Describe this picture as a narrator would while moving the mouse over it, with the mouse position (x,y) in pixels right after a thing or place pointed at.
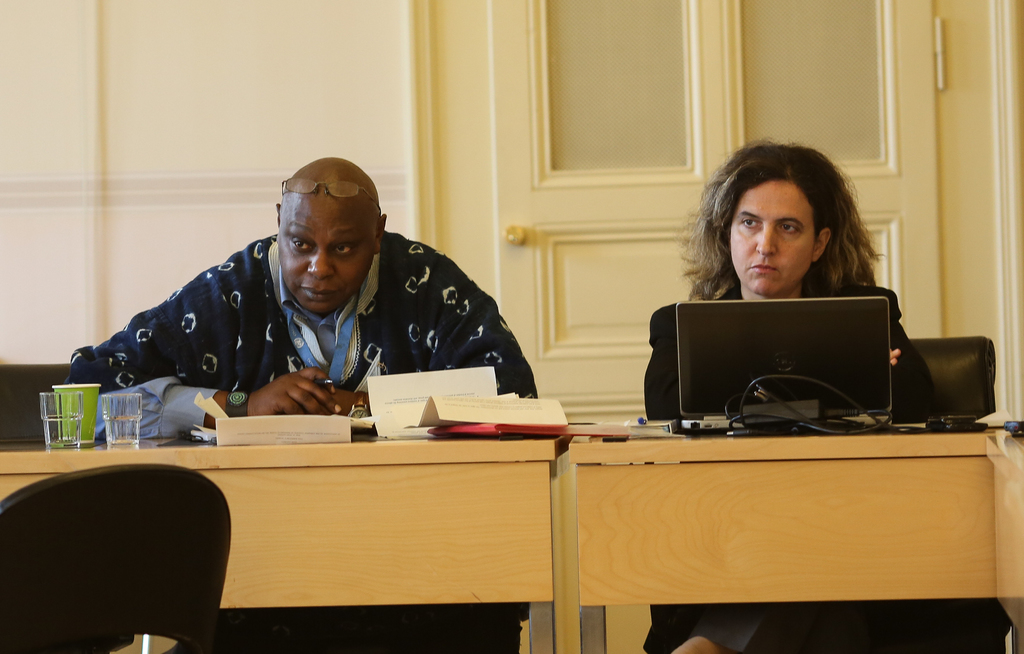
These two persons (465,334) are sitting on a chair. In-front of this two persons (341,345) there is a table (878,472), on this table (914,463) there is a laptop (802,345), cable (787,412), papers (557,410) and glasses (50,402).
